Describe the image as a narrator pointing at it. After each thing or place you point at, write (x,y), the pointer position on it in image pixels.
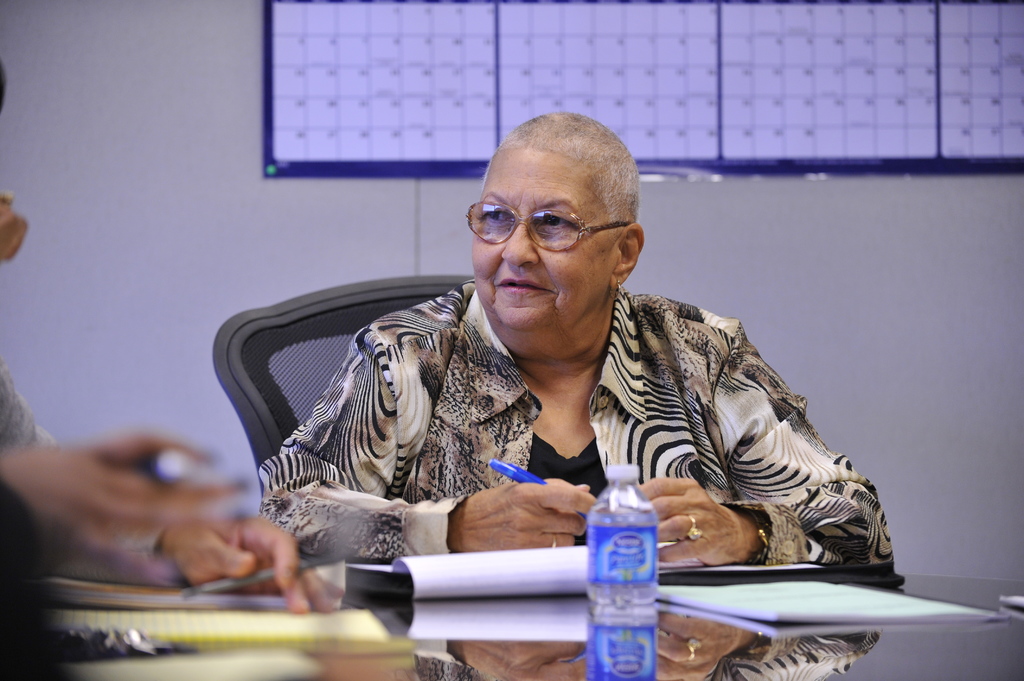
As we can see in the image there is a white color wall (231,278), few people (331,385) sitting on chairs (301,366) and there is a table (718,626). On table (476,645) there are papers (402,561) and bottle (621,604).
